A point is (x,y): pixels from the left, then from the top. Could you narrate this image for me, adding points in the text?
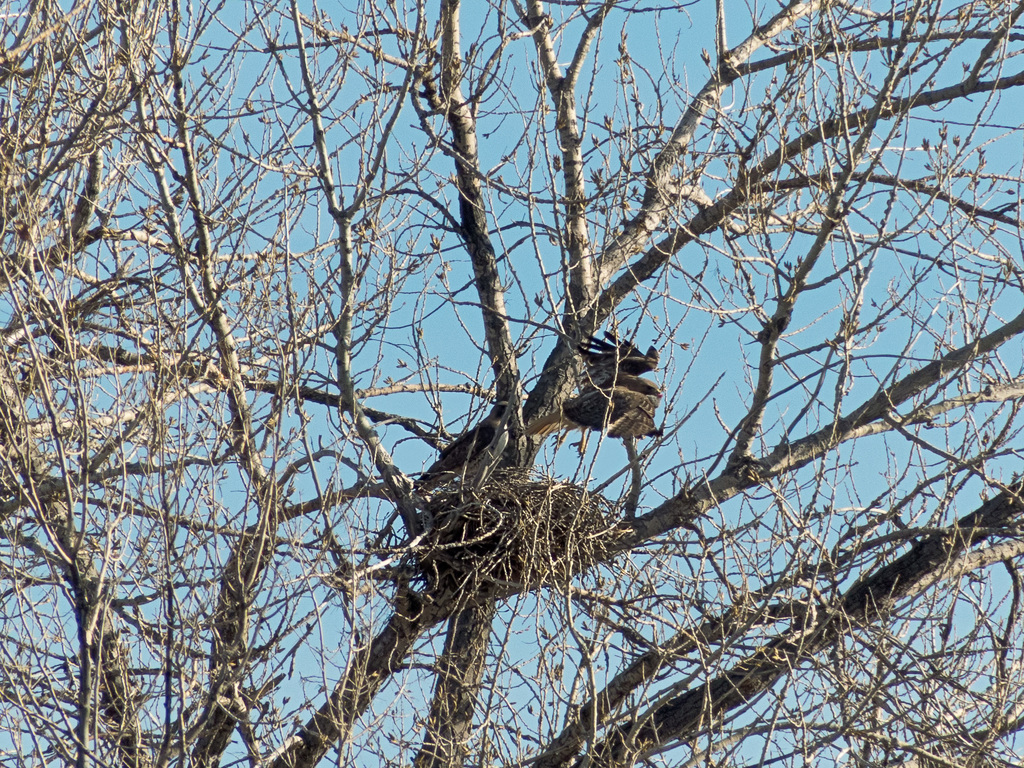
In the foreground of this image (426,73), there is a tree (226,678) without leaves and also there are two birds (566,416) on the tree (446,426). One bird (483,446) is on the nest (504,527).
